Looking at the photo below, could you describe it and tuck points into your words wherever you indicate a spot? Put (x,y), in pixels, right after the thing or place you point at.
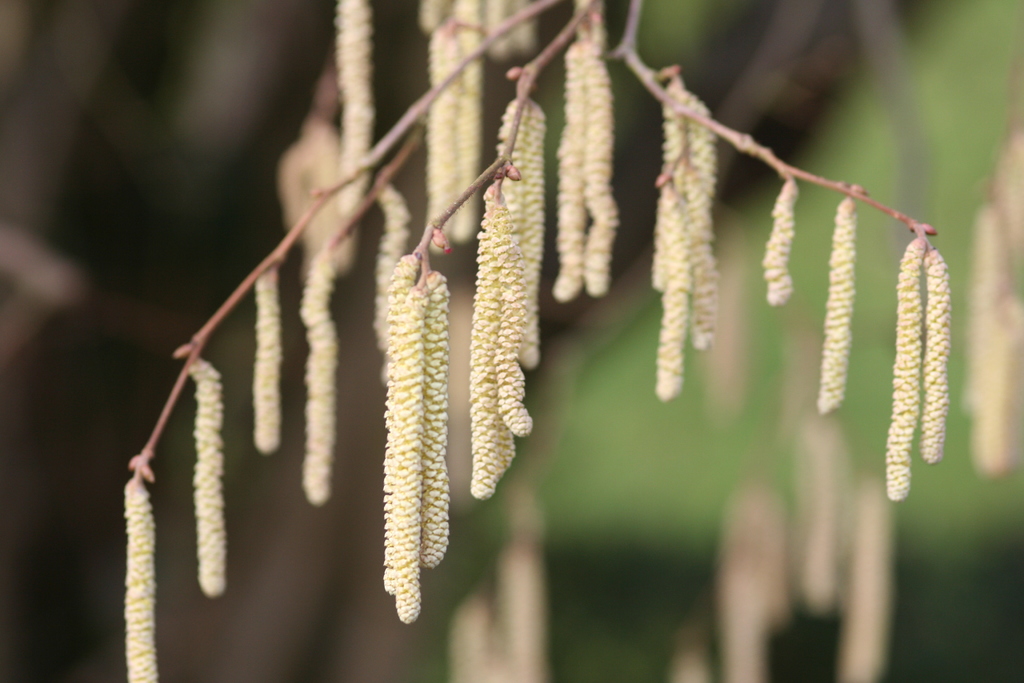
In this image we can see a flowering plant (400,406).
